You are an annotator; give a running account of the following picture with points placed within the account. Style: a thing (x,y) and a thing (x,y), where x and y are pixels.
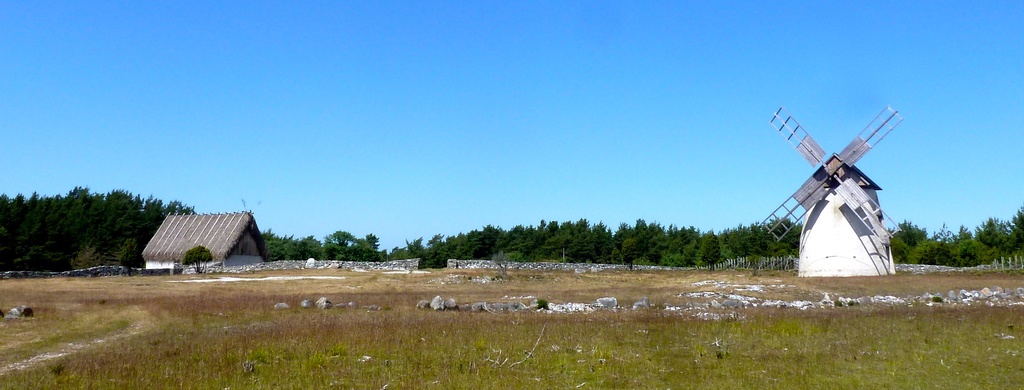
In this image we can see a windmill (833,275), rocks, grass (583,319), trees (978,239), a house (213,229) and blue sky (587,102).
